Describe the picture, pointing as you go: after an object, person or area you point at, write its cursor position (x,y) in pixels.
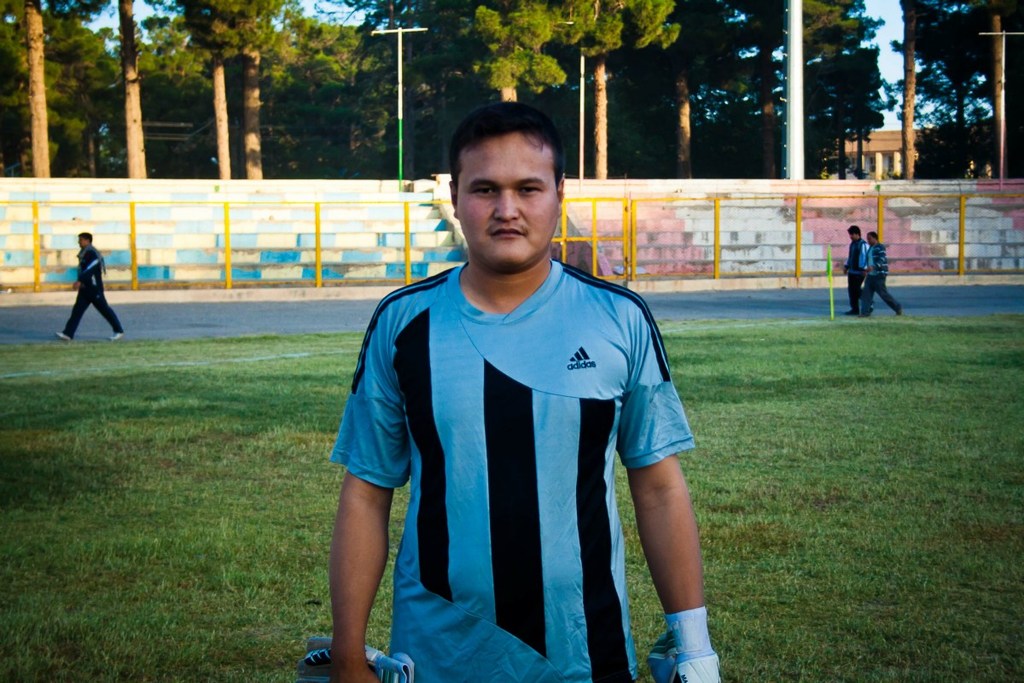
In the center of the image (481,261) we can see a man (536,395) standing. In the background (430,158) there are trees (913,143), wall (248,221) and a fence (696,234). There are people (883,276) walking on the road (654,297) and there is sky (309,14). At the bottom (254,619) there is grass (873,615).
